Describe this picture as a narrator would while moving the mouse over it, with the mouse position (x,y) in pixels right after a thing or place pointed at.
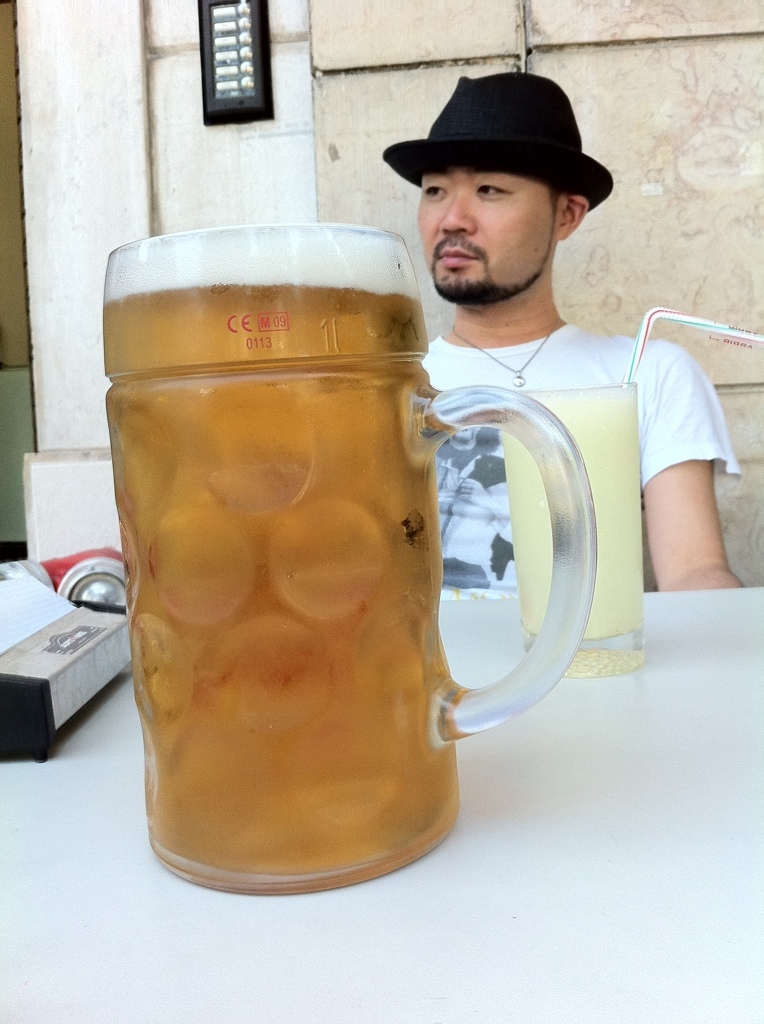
In this picture we can see a man (646,374) wearing white colour shirt (624,353) and a black colour hat (534,128) sitting on a chair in front of a table (688,609) and on the table (579,706) we can see mug of beer (344,613) and a glass of juice (607,407). This is a wall (720,60) on the background (402,121).
